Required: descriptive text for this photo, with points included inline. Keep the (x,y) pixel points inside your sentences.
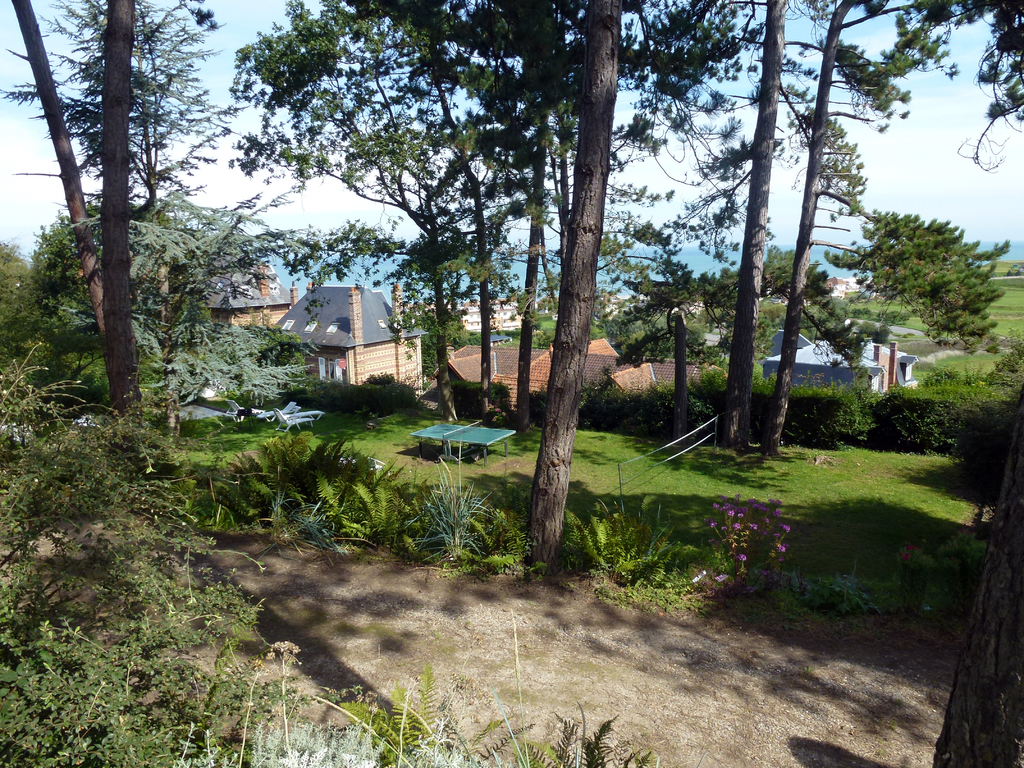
In this image I can see the plants (447,543) and many trees (314,131). I can see the purple color flowers (722,545) to the plant (744,537). There are some beach beds (299,424), table tennis (449,447) and the net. In the background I can see the houses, water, clouds (289,173) and the sky (937,87).
